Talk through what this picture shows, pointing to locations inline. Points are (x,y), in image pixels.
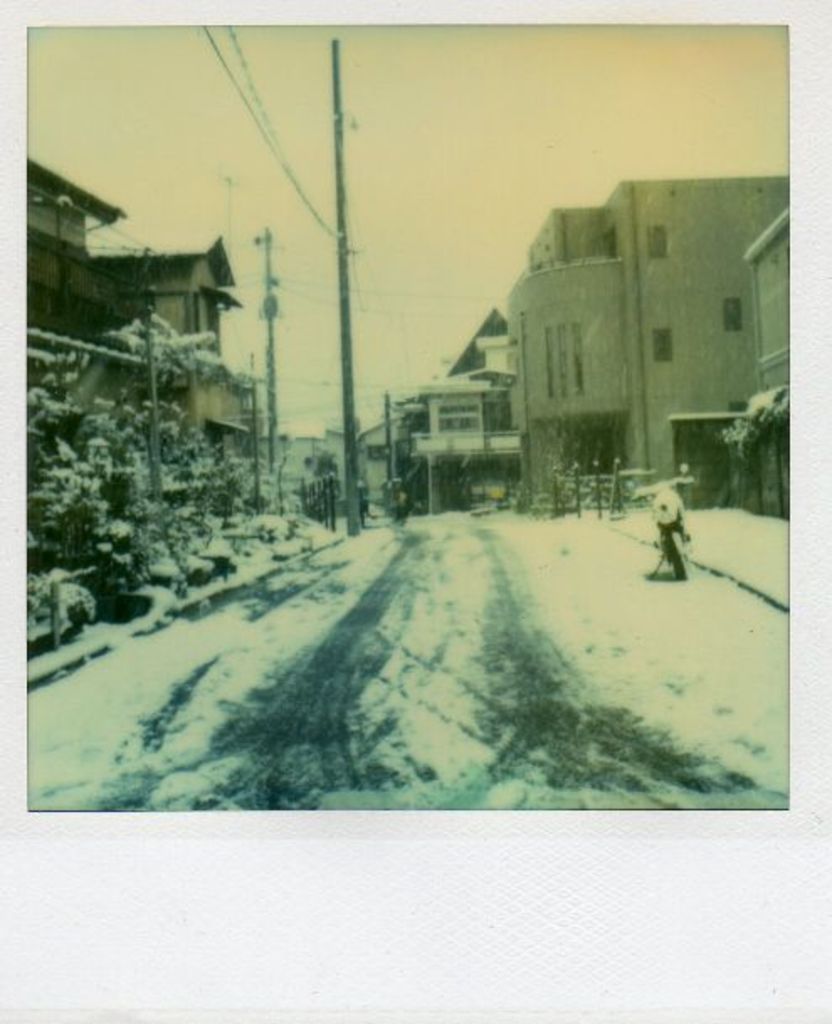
In the center of the image (462,514) there is a road (579,625). There is snow (627,584). There is a vehicle (680,515). There are buildings (672,284). There are electric poles (335,83) and wires (316,215). At the top of the image (469,119) there is sky (444,117).
